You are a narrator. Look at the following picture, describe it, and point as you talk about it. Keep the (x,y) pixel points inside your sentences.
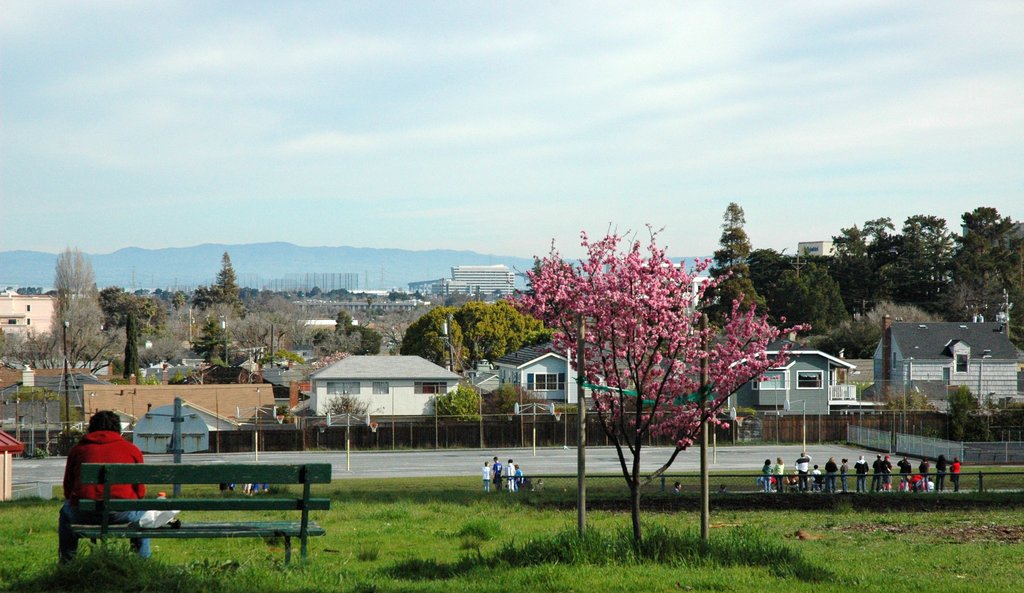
This picture shows houses (357,389) and trees (834,317) and a blue cloudy sky (390,188) and we see a person (84,496) seated on the bench (326,503) and few people (776,470) standing and we see a road (451,461).
